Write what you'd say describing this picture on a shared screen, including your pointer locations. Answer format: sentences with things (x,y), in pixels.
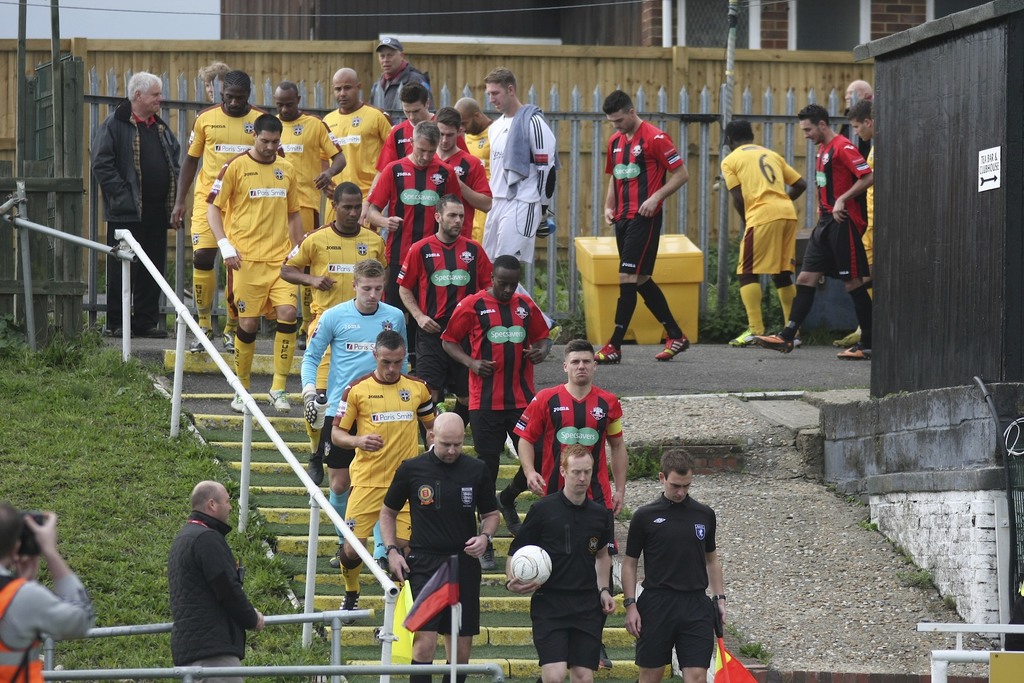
In the picture we can see some men (446,484) are coming from the steps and they are in sports wear (463,505) and beside them we can see a railing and grass surface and top of it also we can see a railing (703,146) and behind it we can see a wall (789,55) and a building wall (787,17).
